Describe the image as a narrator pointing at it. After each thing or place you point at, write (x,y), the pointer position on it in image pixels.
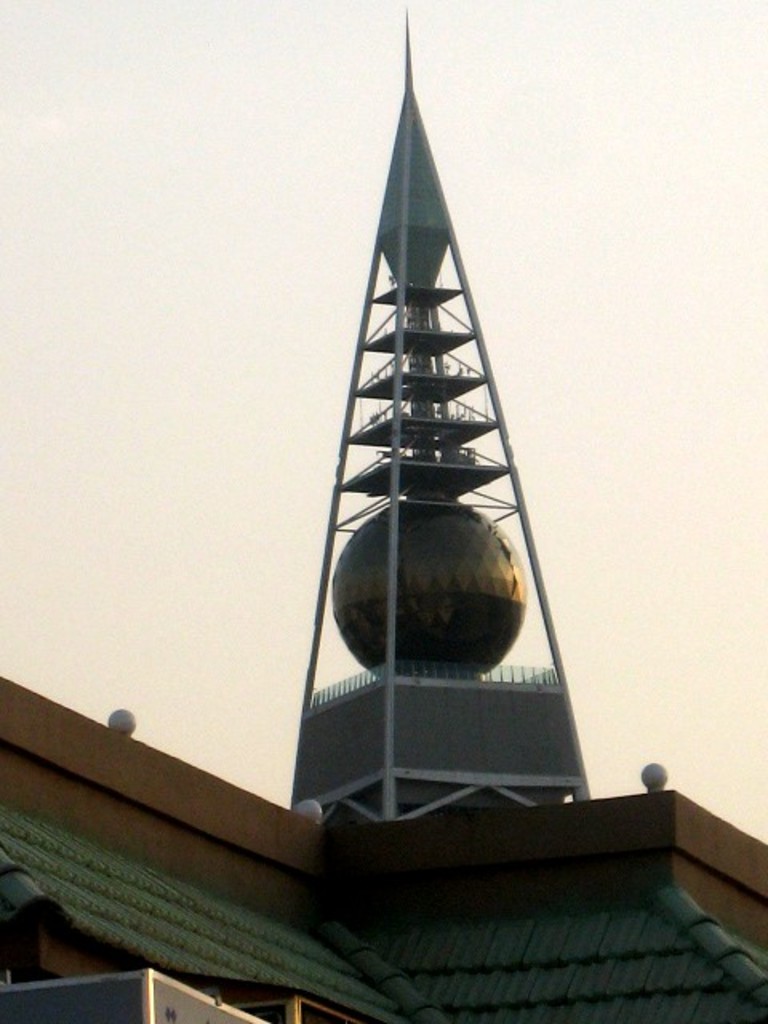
In this picture we can see a rooftop (256,945). Behind the rooftop (328,840), there is an architecture (380,545) and the sky (652,379).
